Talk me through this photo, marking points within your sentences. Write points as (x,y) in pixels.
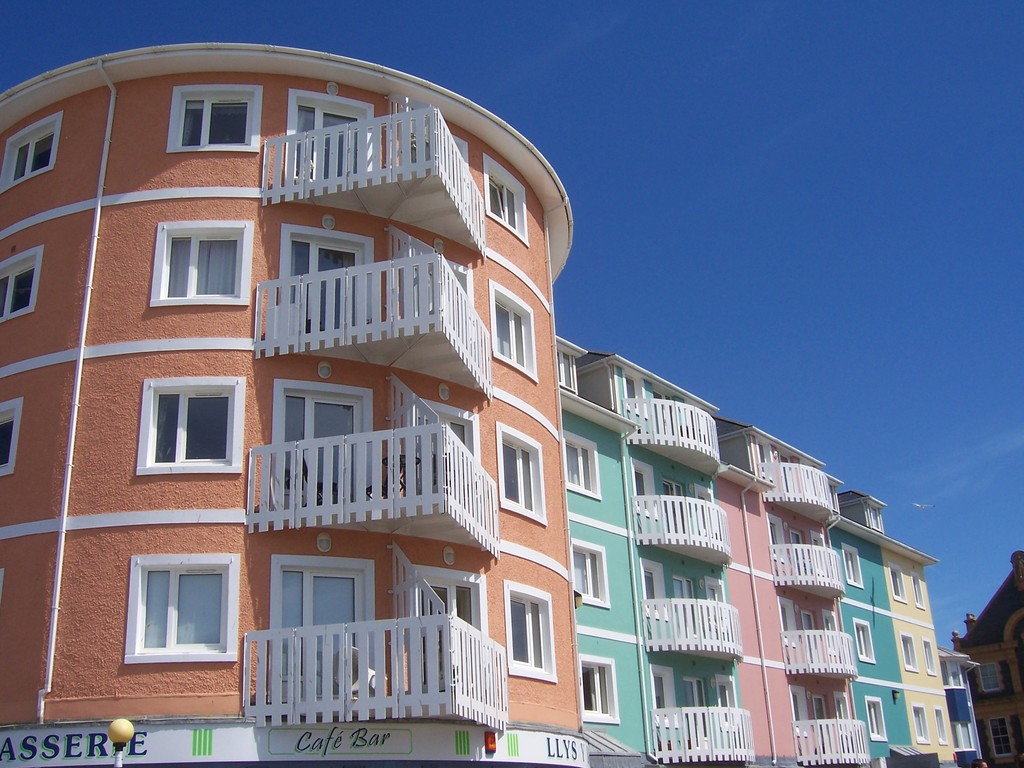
In the image we can see some buildings (73,497). At the top of the image (807,6) there are some clouds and sky (788,45).
